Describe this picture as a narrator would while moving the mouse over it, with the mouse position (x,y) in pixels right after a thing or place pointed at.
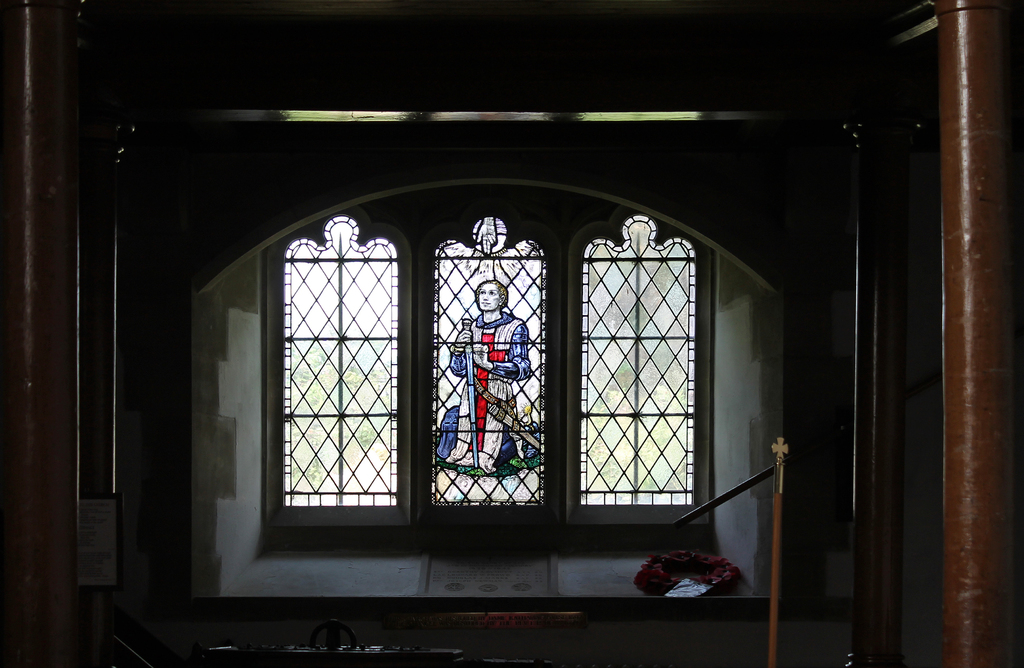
On the left side (68,455), there is a pillar (68,468) of a building (41,259). On the right side (992,352), there is another pillar (993,104). In the background (535,279), there is a painting (491,314) on the glass window (448,282) and there is white wall (258,463).
